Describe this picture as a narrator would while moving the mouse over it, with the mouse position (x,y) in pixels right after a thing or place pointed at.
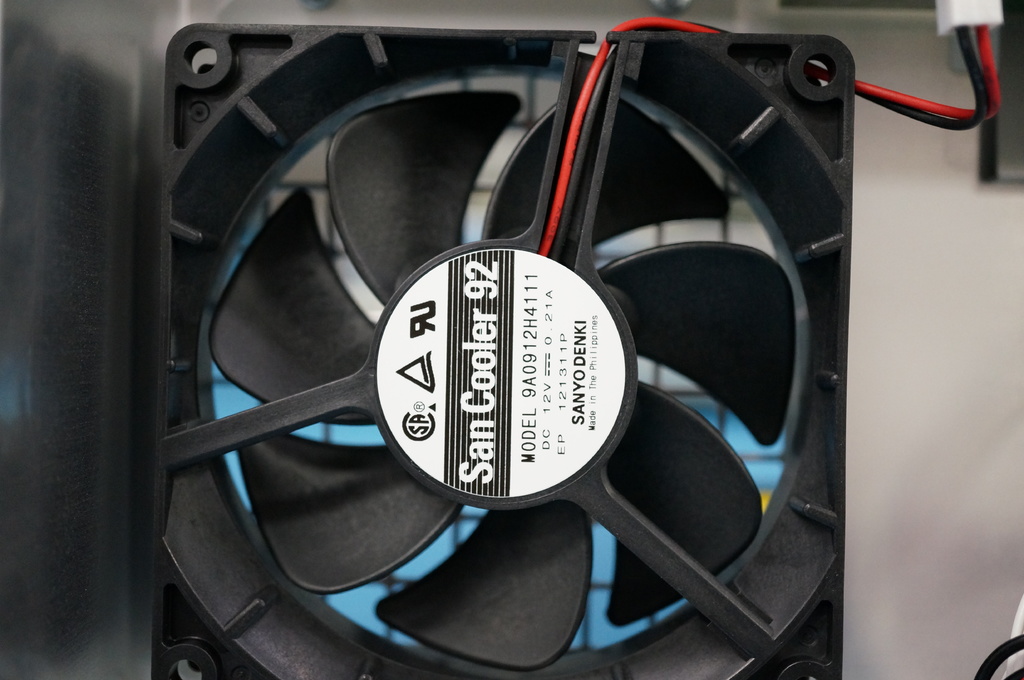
In this image in the center (389,440) there is a black colour object (571,417) with some text (545,421) written on it and there are wires (936,103) which are red and black in colour.
